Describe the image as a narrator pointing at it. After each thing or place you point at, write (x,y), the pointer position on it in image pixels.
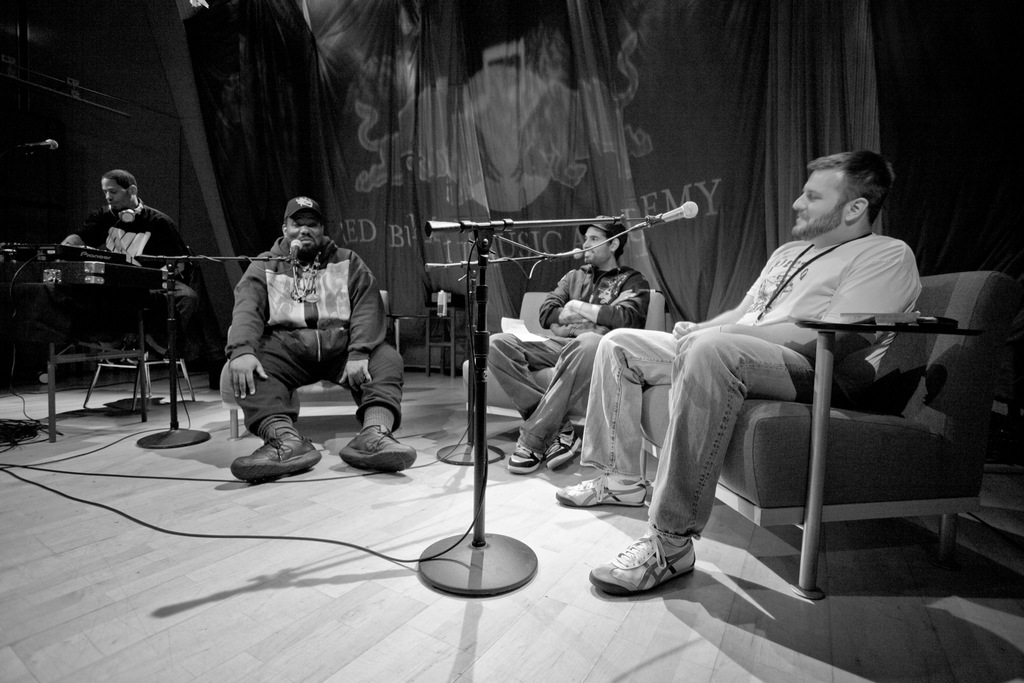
This is a black and white image where we can see these two persons (668,376) are sitting on the chairs (898,339) and they are on the right side of the image (791,365) and we can this person (321,373) is also sitting on the chair (234,398) and this person (158,324) is sitting on the chair (160,352) and there is some object (48,306) in front of him and he is on the left side of the image (124,226). Here we can see two mics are fixed to the stand (452,553) which are placed on the wooden floor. In the background (600,170), I can see the banner (469,151).
